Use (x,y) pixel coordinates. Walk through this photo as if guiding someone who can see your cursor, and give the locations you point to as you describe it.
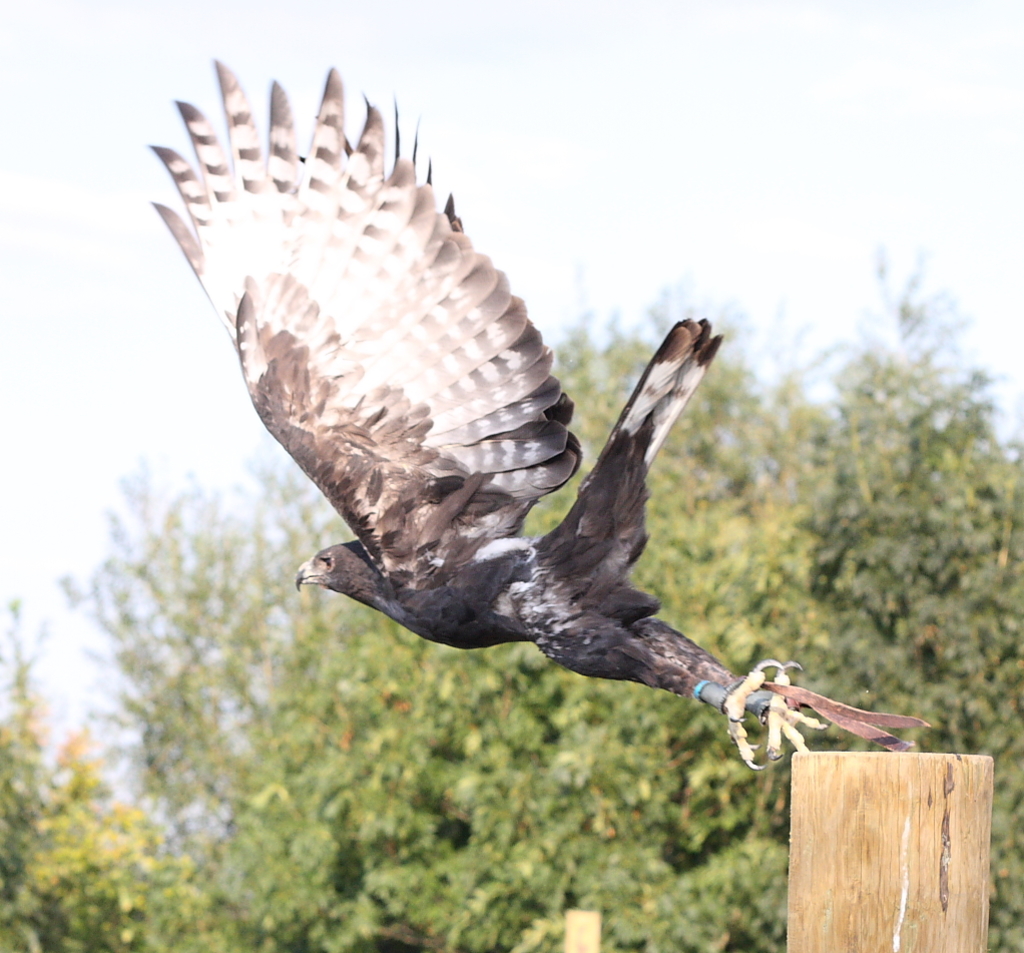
In this image I can see a bird (335,472) flying. On the right side (892,823) there is a wooden plank (859,838). In the background (379,860) there are some trees (537,800). At the top of the image (710,110) I can see the sky (656,85).
